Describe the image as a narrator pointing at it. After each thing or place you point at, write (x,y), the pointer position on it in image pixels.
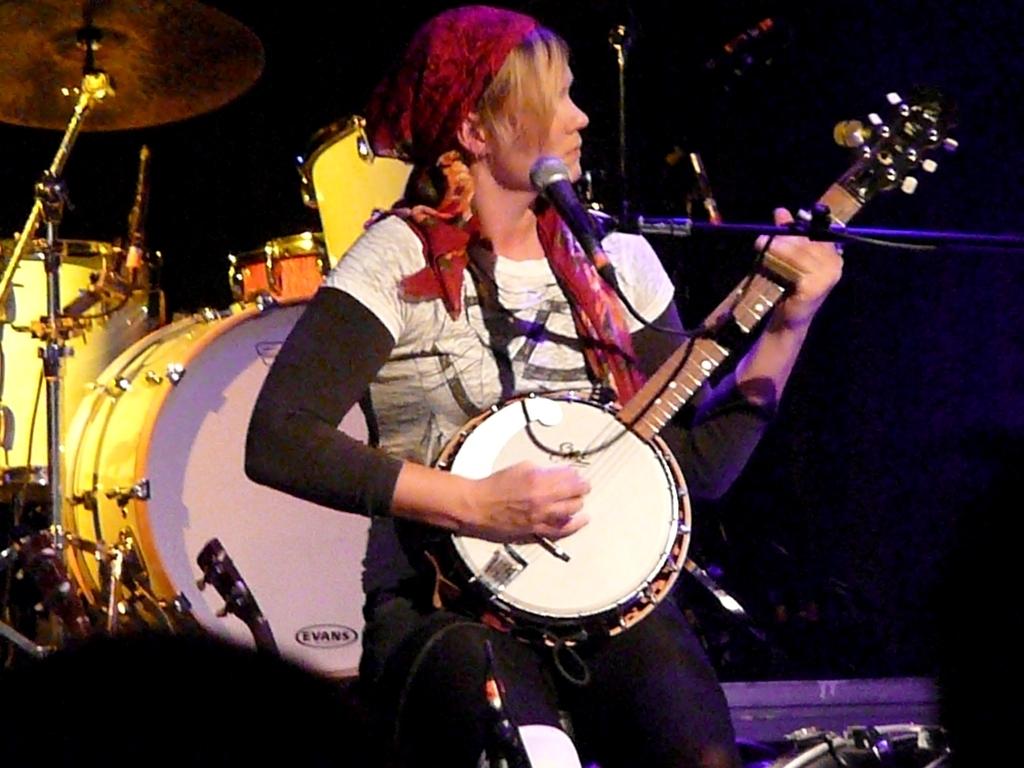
In this picture I can see a woman (425,314) in front (427,256) who is sitting and I see that she is holding a musical instrument (602,478) in her hands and I see a mic (577,227) in front of her. In the background (37,86) I see few more musical instruments (79,51) and it is a bit dark.
